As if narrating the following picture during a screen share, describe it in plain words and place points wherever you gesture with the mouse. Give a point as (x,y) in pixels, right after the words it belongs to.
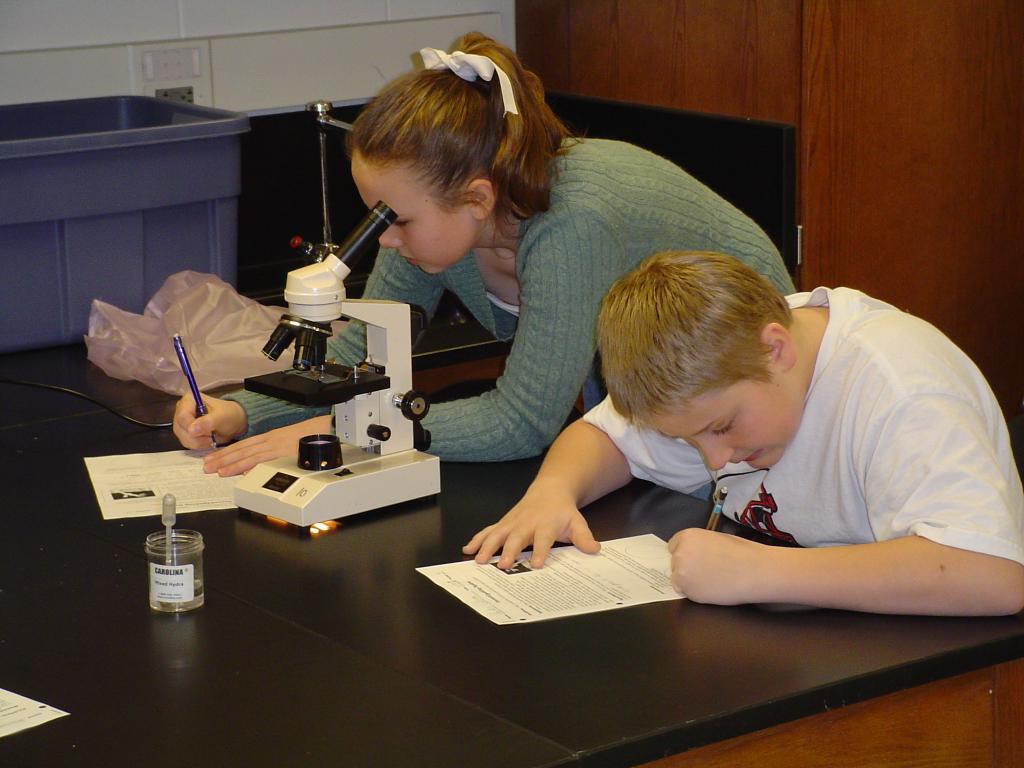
Here we can see that a boy (717,263) is sitting and holding a pen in his hand (696,549), and paper (599,588) on the table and some other objects (361,455) on it, and beside him a girl (384,117) is standing and writing on the paper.
